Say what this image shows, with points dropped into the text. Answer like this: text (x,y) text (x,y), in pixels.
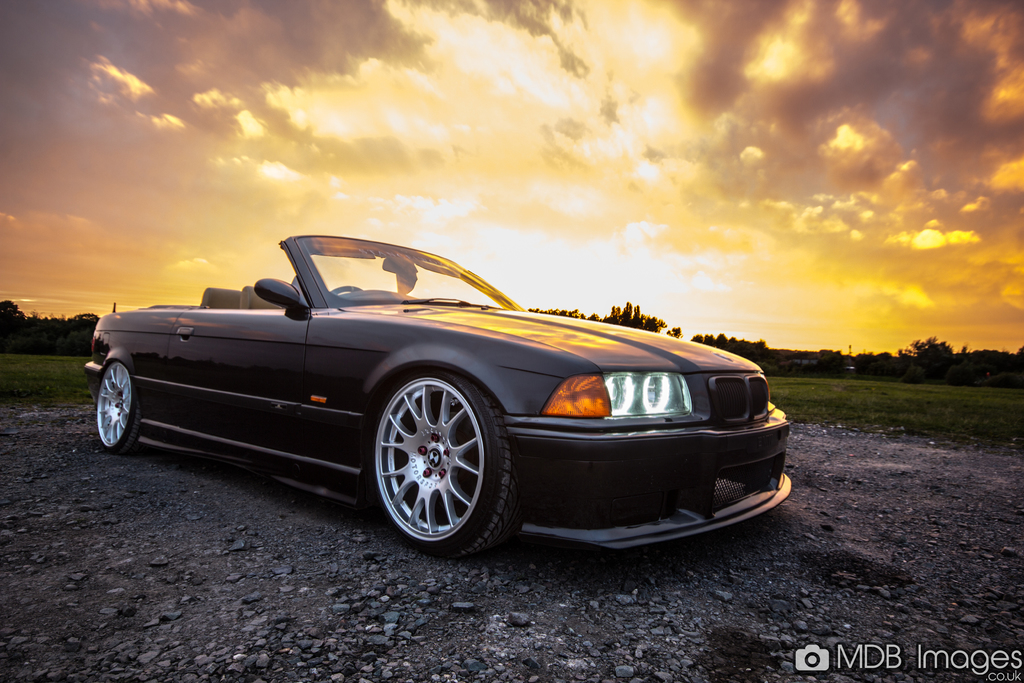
In the center of the image (496,401) we can see a car (509,421) placed on the ground (652,563). We can also see some stones (871,575), grass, a group of trees (932,353) and the sky (703,251) which looks cloudy.
